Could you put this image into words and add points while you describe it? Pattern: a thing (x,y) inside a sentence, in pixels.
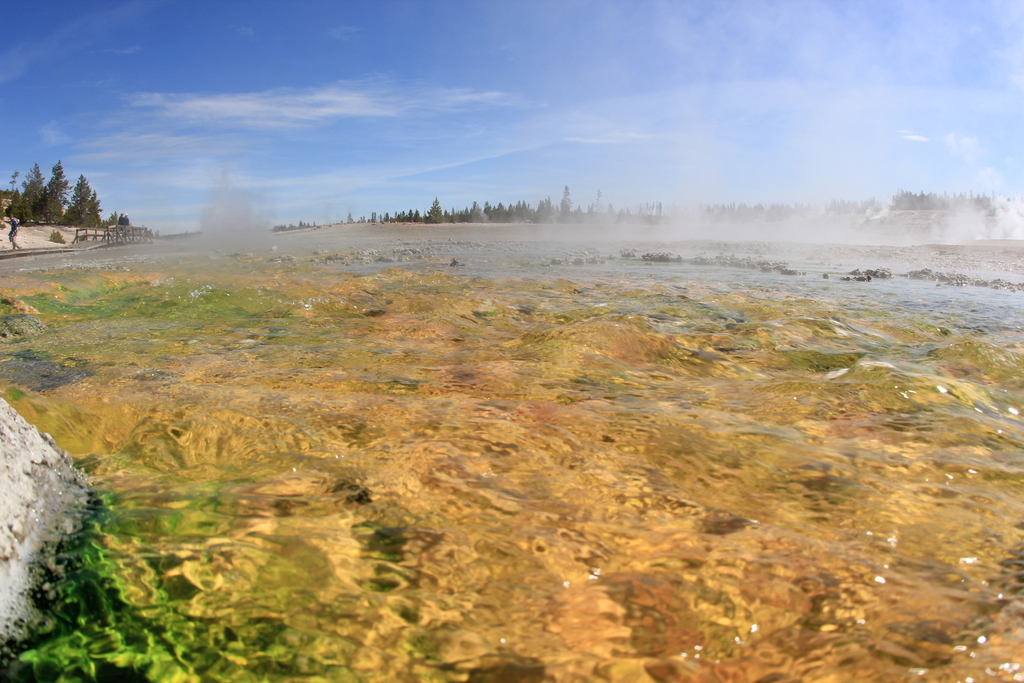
In the center of the image (418,421) we can see water (381,438), which is in yellow and green color. At the bottom left side of the image (14,489) we can see one stone (16,571). In the background (667,7), we can see the sky (450,199), clouds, trees (734,215), fences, hot spring (780,216), one person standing and a few other objects (793,267).
